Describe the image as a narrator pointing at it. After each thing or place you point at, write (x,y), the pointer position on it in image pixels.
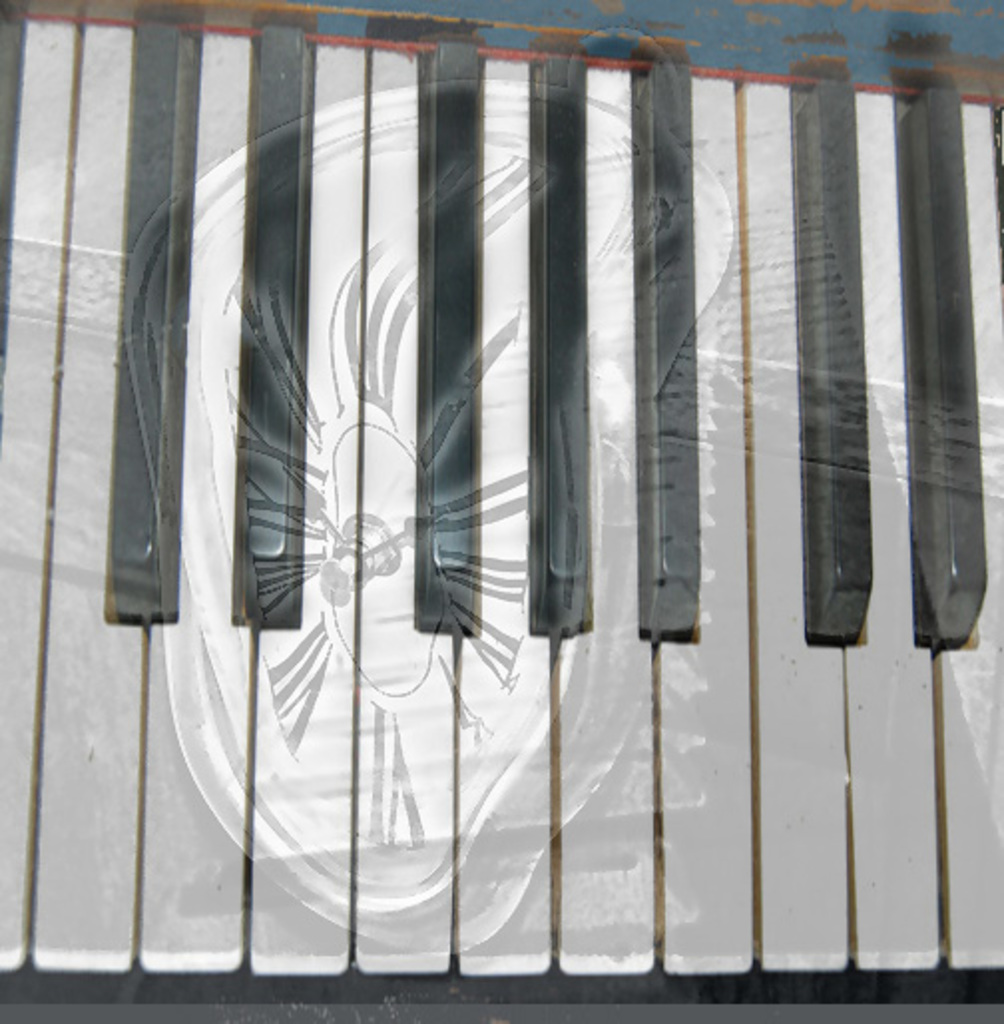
In the image we can see there is a keypad (514,608) of piano (570,610) or casio (568,638).
